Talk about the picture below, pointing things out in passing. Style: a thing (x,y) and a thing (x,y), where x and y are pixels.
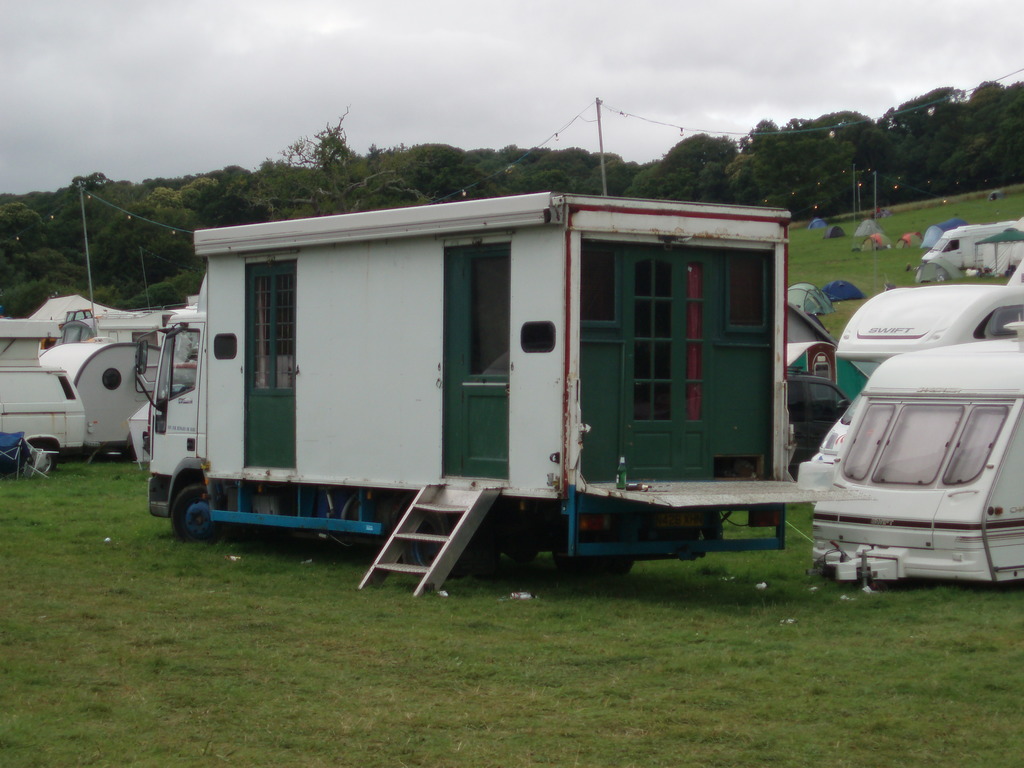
In this image there is the sky (678,63) towards the top of the image (815,50), there are trees (249,196), there are poles (599,118), there are wires (763,132), there is grass (698,618) towards the bottom of the image (386,642), there are vehicles (805,379) on the grass (885,252), there are objects (915,244) on the grass (842,251).
